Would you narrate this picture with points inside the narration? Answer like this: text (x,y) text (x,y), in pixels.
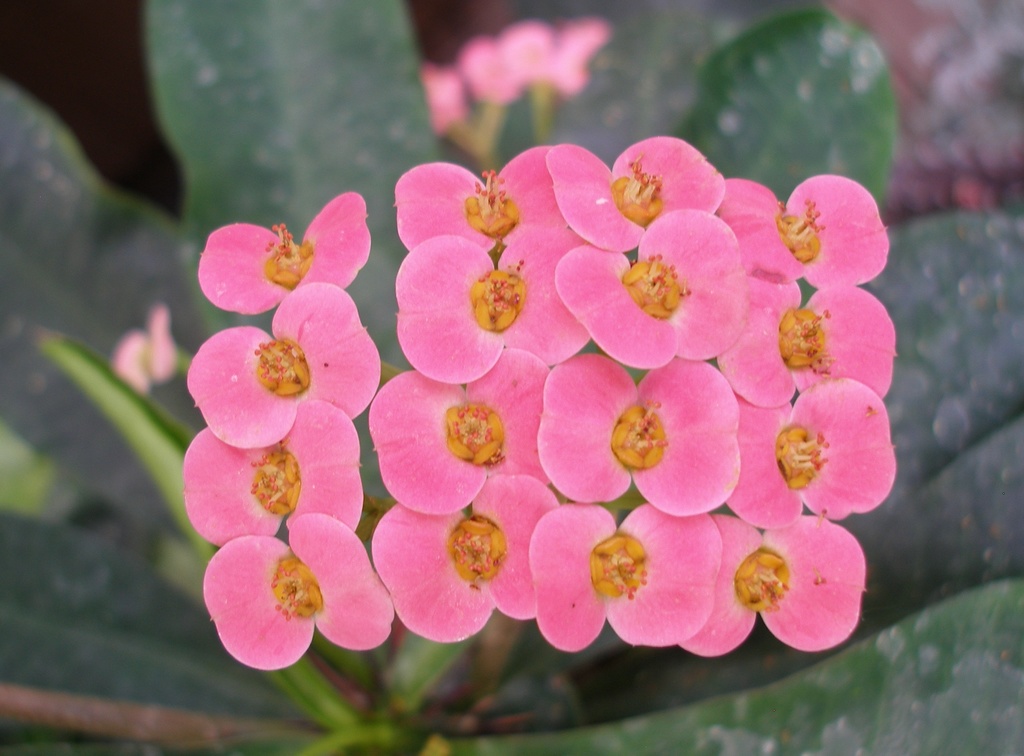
In this image we can see some flowers (484,415). In the background of the image (907,697) there are leaves (629,126), flowers (543,80) and other objects (140,164).
